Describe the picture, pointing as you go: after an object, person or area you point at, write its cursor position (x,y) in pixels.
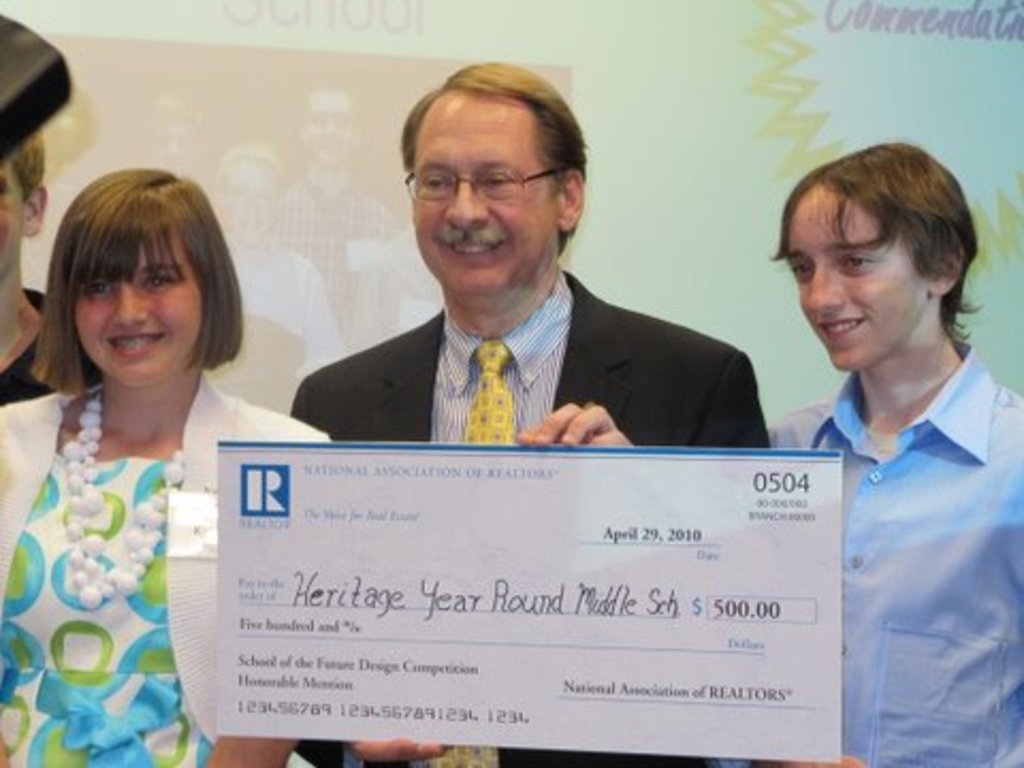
In this picture we can see a person (434,328) wearing a spectacle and smiling. He is holding a cheque (493,566). We can see some text (305,590) and numbers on this cheque (226,530). There are a few people (14,525) visible from left to right. We can see some text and the reflections (259,277) of a few people (320,156) on a white background (335,249).
